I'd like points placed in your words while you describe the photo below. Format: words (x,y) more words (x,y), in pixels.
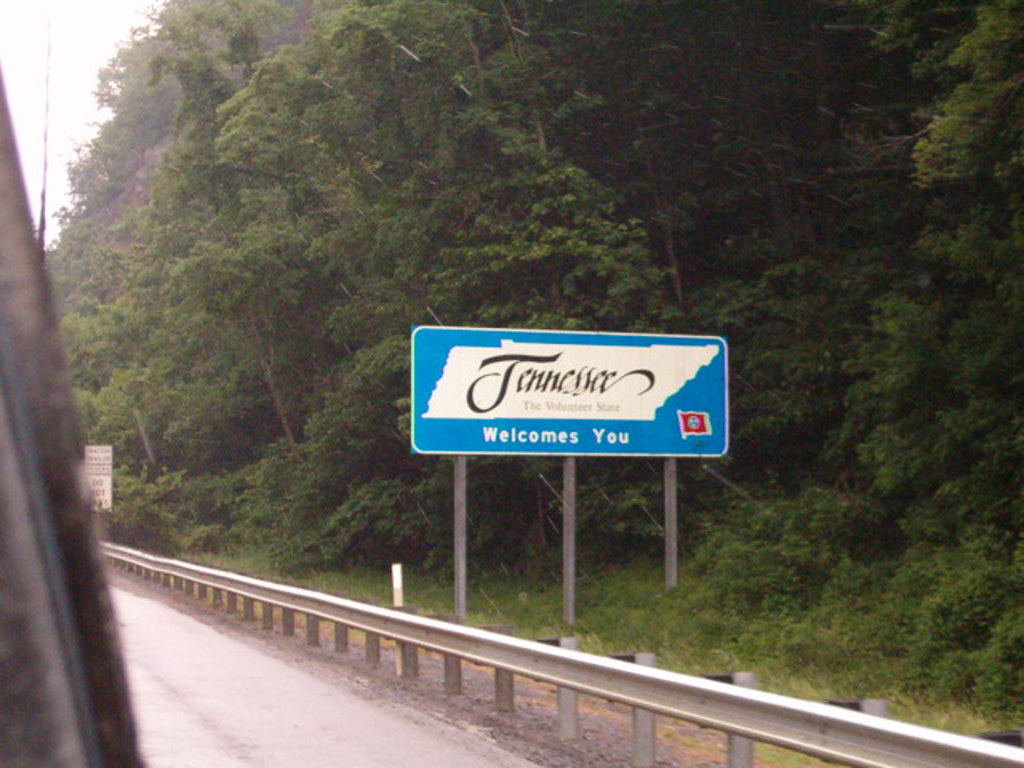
There is a road (260,724). Near to the road (244,719) there is fencing (471,647). Also there is a board (427,378) with poles (570,516). Also something is written on that. And there are trees (574,233).
